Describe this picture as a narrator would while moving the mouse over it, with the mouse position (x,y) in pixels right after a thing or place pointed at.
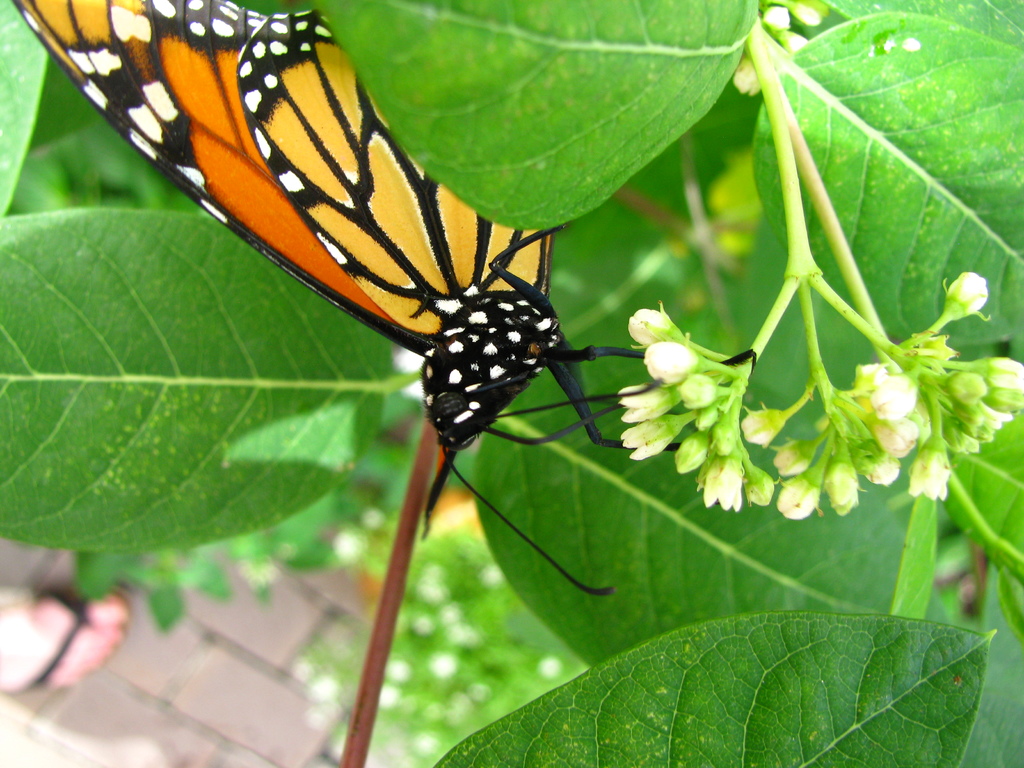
In this picture we can see a butterfly (405,323) on the leaves (499,215) and behind the butterfly (457,405) there is a blurred background (264,692).
